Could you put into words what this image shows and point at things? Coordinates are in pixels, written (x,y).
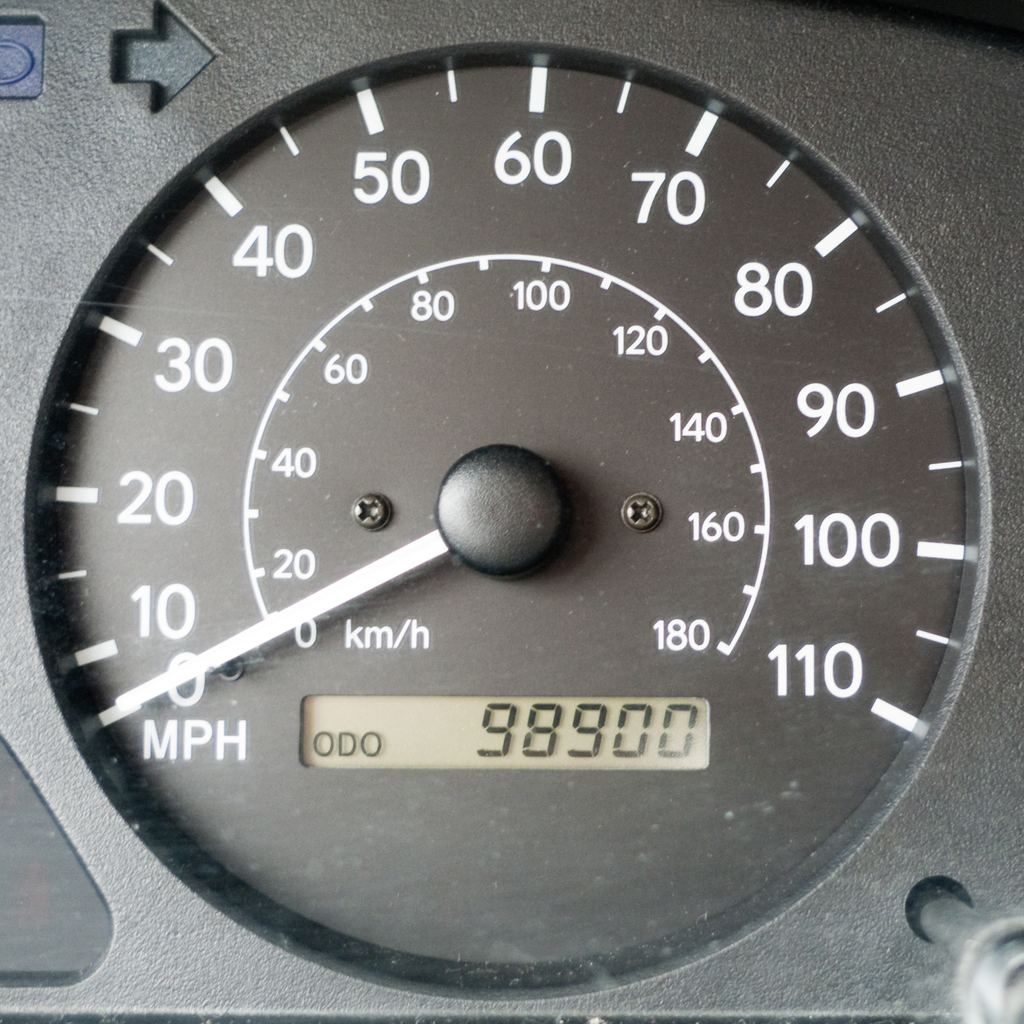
In this picture we can see a speedometer (481,287).
